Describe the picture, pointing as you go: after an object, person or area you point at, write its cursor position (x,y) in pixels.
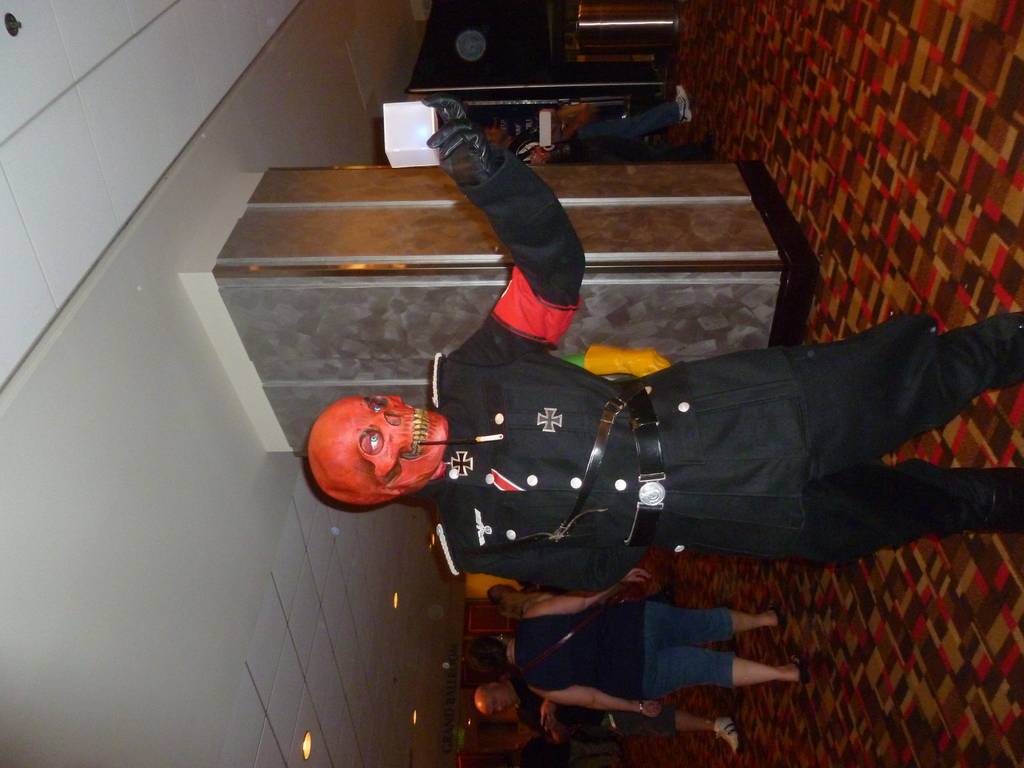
In this image we can see some persons (451,423) are standing, among them the person (518,509) who is wearing the mask (338,427) is holding the box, on the top of the roof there are some lights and there is a pole (384,361).
